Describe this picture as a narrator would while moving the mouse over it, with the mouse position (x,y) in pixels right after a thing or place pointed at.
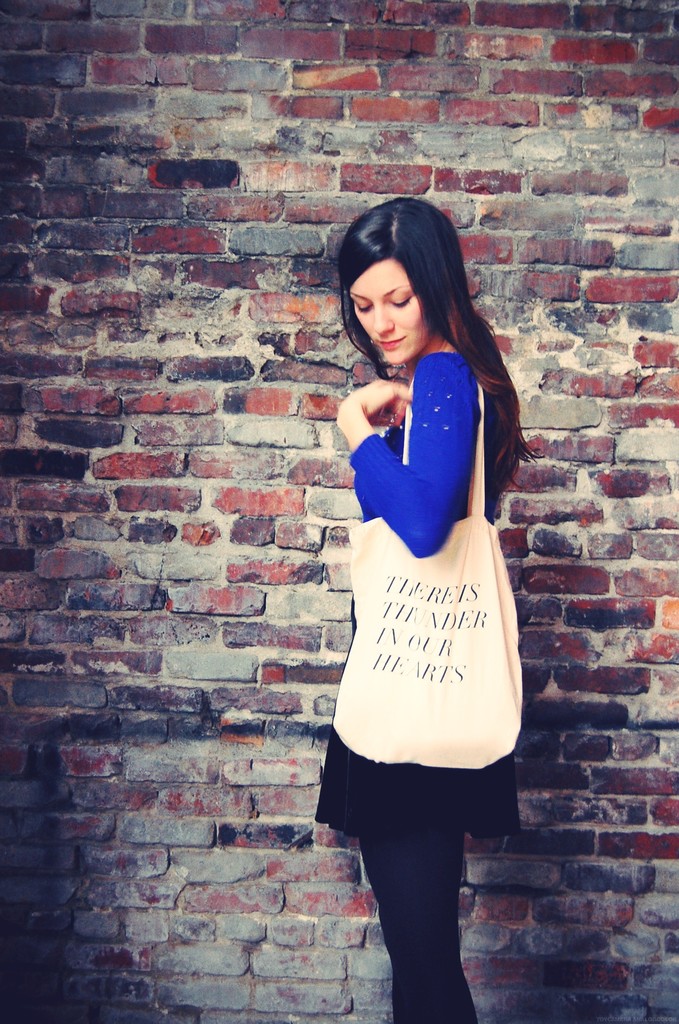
In this image we can see a woman (415,536) wearing a bag (393,681) standing beside a wall (304,665).
